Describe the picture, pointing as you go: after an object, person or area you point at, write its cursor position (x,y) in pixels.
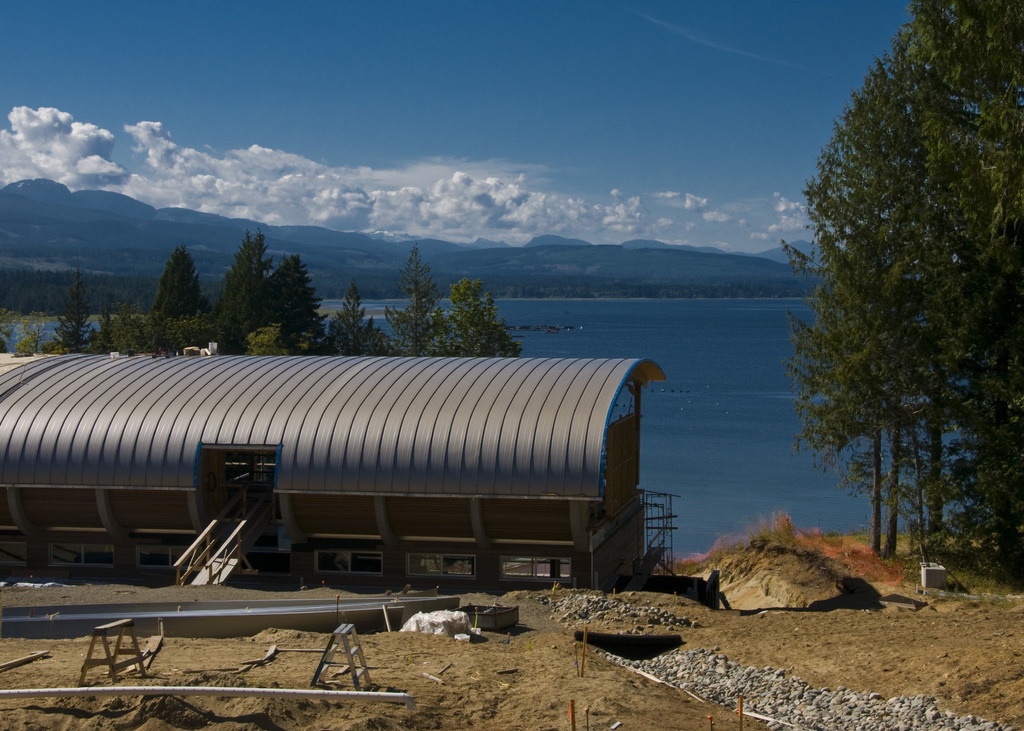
In this image we can see a building (282,479). There is a way (210,559) with railings (189,551) to the building (295,465). Also there are stands (330,653). On the ground (475,654) there is soil (680,629) and stones (737,670). In the background (471,356) there are trees (912,377), water (658,345), hills (512,266) and sky (454,160) with clouds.
